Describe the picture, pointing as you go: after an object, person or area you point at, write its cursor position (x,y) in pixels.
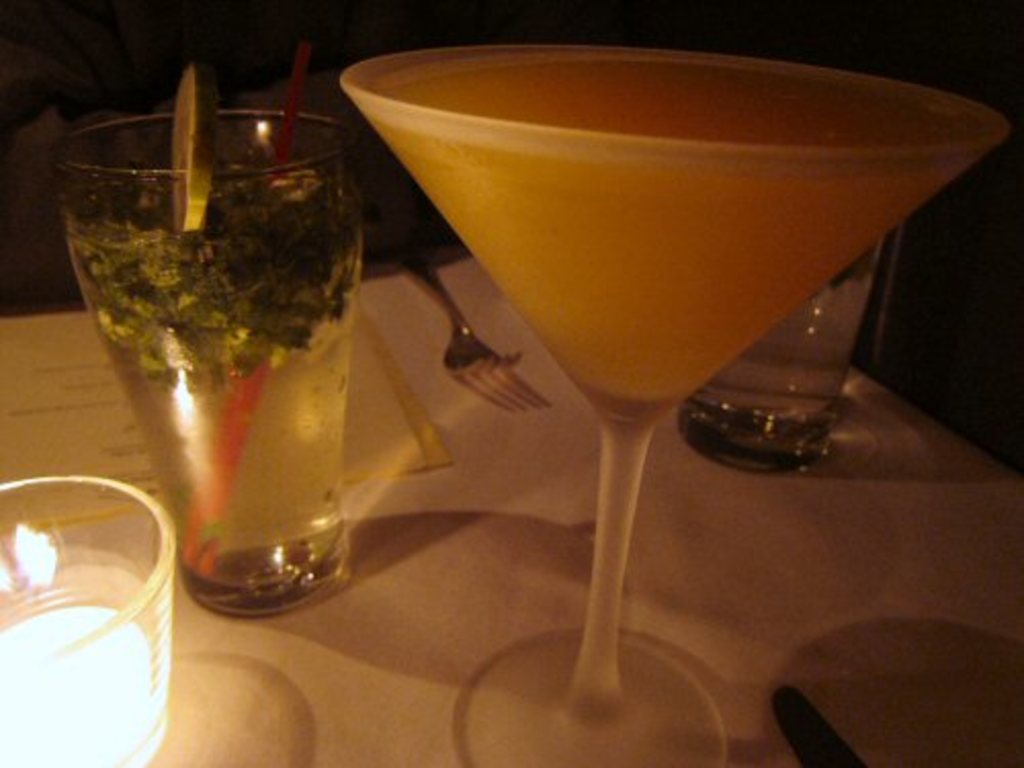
In this image I can see the white colored table (509,527). On the table (468,543) I can see few glasses (292,443) with liquids (576,285) in them, a fork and a light (20,672). I can see the dark background (156,16).
